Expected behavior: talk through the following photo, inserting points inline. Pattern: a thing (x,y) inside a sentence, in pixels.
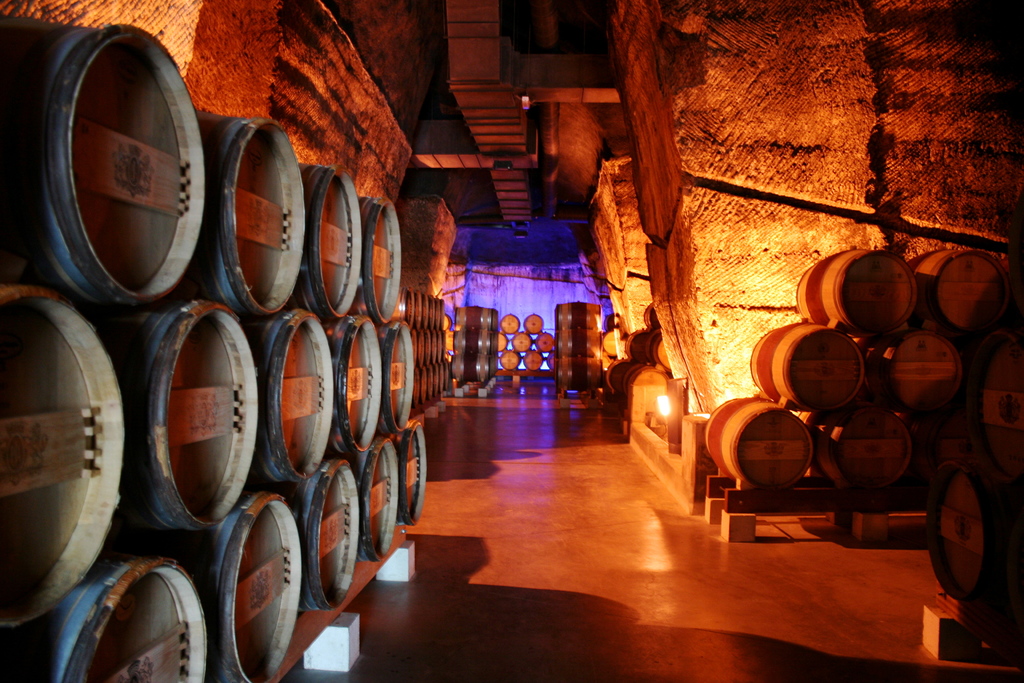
In this image we can see barrels (384,391) arranged in rows.
